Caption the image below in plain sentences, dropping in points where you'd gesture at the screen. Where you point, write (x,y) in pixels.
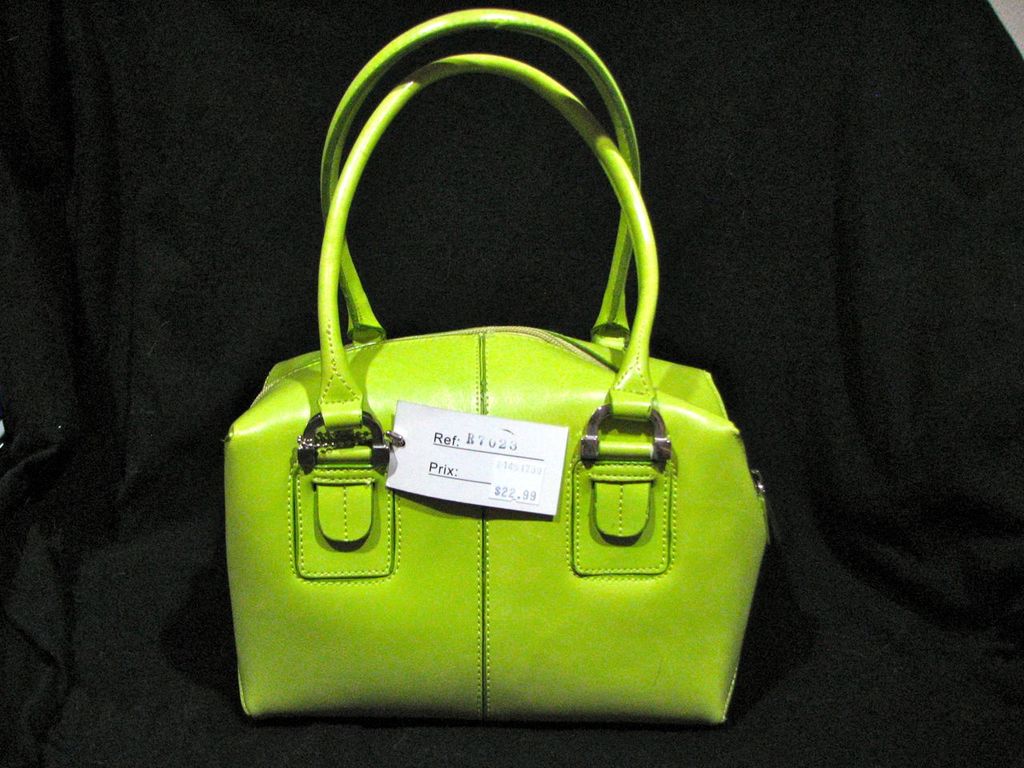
In this image i can see a green bag (244,475) with a price tag (466,469). In the background (304,284) i can see a black cloth (120,206).
